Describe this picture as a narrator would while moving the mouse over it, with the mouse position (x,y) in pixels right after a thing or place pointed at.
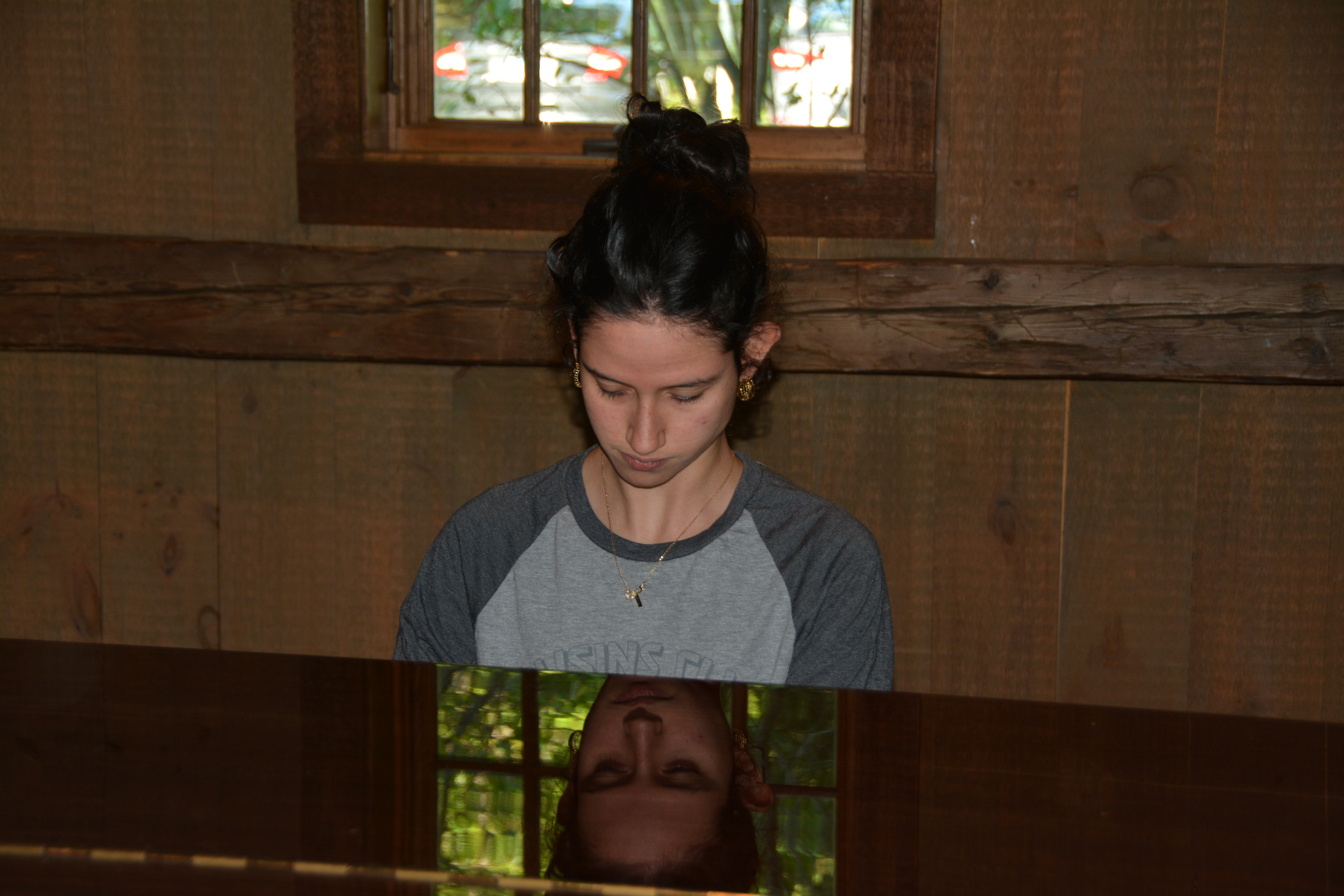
In the center of the image (576,550) we can see the person (590,598) sitting at the table (102,651). At the bottom of the image (614,851) there is a table (1187,855). In the background (642,61) there is a wooden wall (987,286), window (656,80) and plant (689,53).
